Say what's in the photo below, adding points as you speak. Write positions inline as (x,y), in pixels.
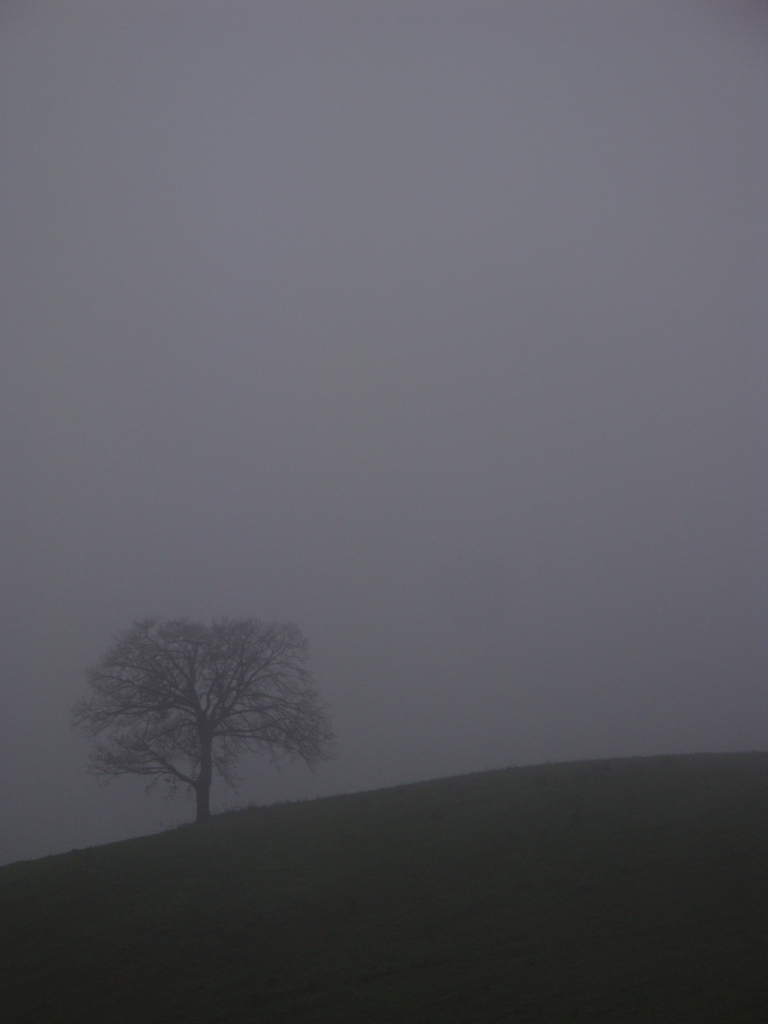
In this picture I can see sky (278,764), tree (236,739) and ground (545,886).
